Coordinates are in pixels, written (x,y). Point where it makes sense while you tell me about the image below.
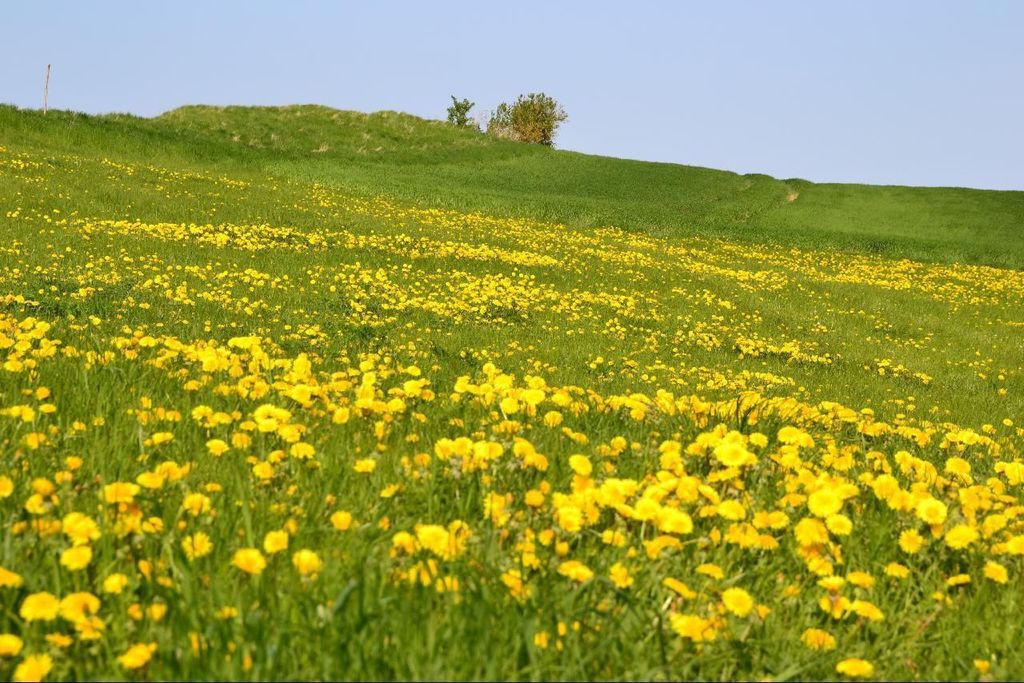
In this image we can see field (513,353) of a yellow color flower (384,491). The sky (418,54) is in blue color.
